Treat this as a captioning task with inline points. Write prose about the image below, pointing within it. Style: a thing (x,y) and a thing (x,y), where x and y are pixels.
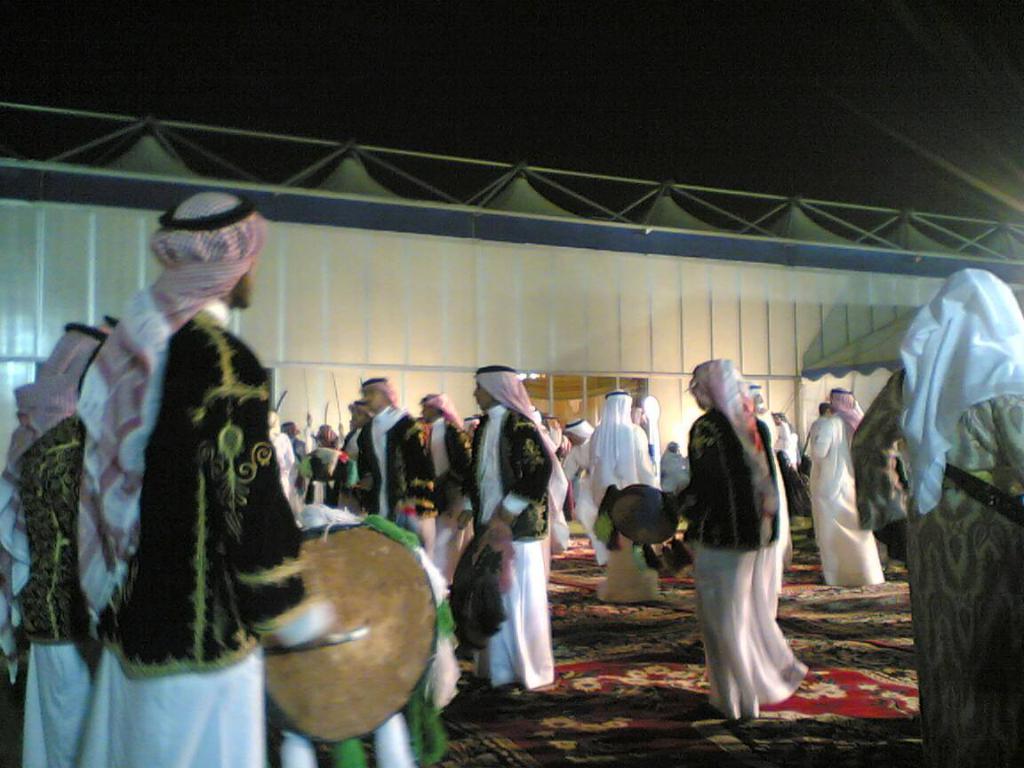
In this image, group of people (716,407) are wearing a white color dress (514,621). Some are playing musical instruments (473,617). They are standing. The background (392,319), we can see white color.
